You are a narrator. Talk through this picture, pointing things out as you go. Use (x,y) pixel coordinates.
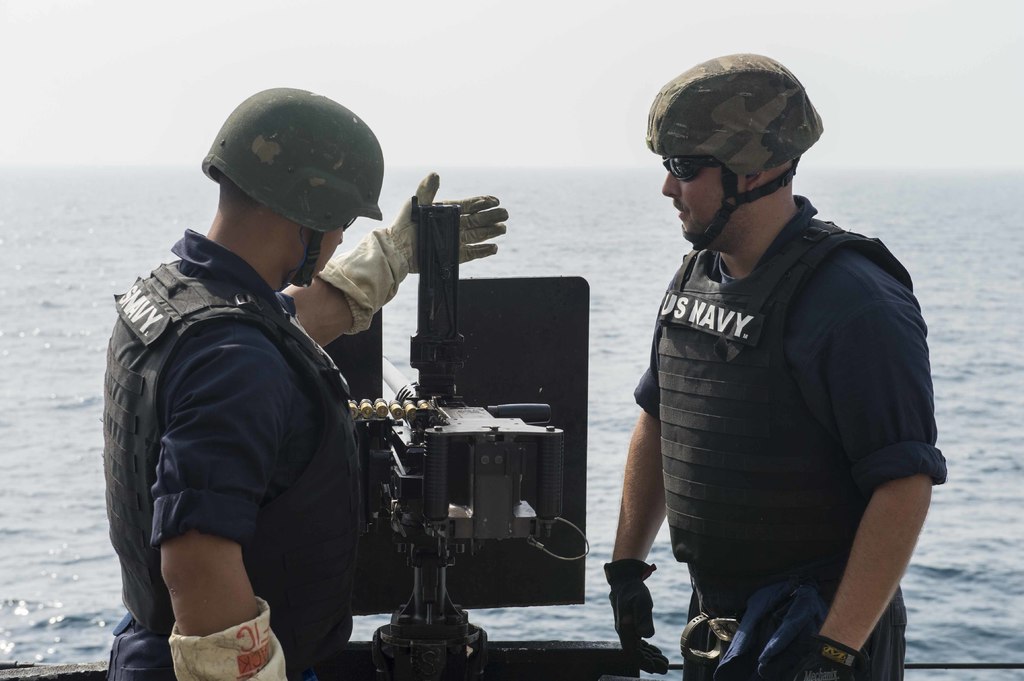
In the foreground of this image (351,527), there are two men (297,458) standing and wearing bulletproof vests (748,392) and helmets (281,132) on their heads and we can also see a machine (460,519) in between of them. In the background (607,600), there water (134,187) and the sky (213,80).
